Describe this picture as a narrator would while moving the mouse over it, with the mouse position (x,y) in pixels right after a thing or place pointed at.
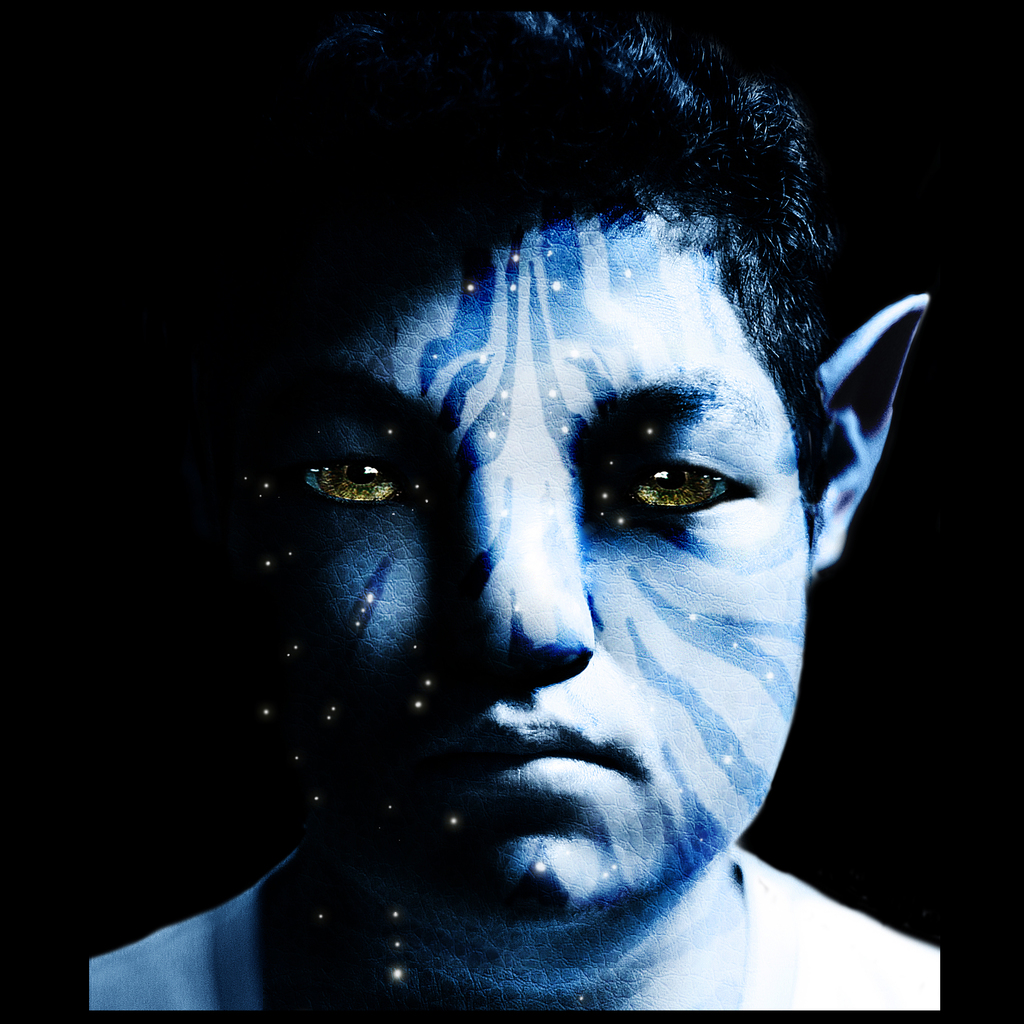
In this image, we can see an avatar (619,574) on the dark background.
